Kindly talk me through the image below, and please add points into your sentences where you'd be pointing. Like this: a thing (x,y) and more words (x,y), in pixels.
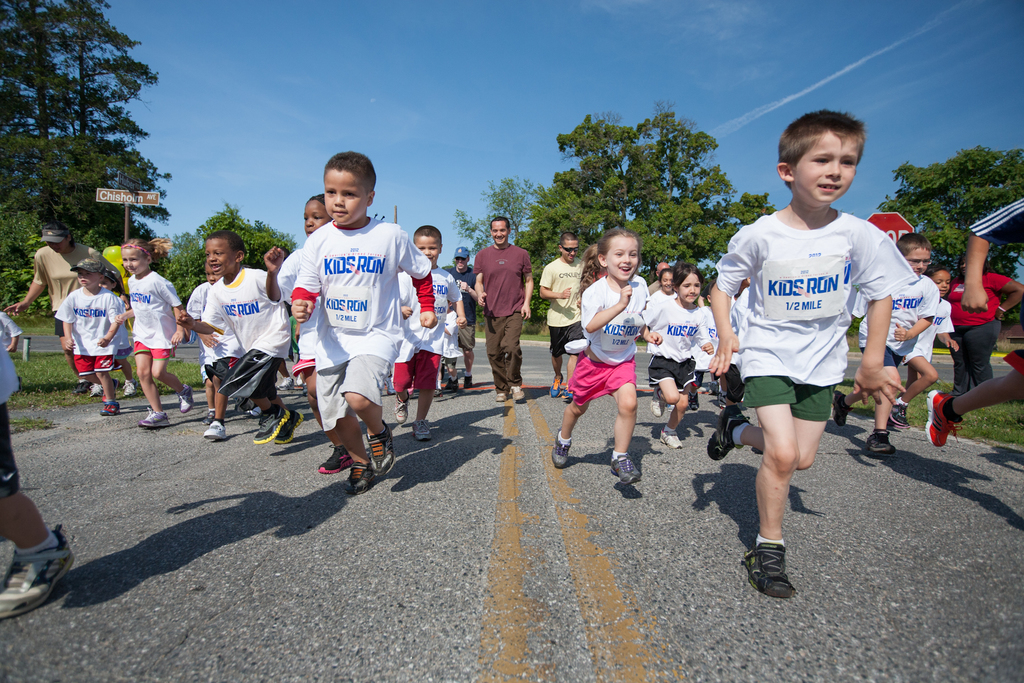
In this image there are group of kids (411,258) who are running on the road (307,433) by wearing the jersey (317,258). In the middle (499,310) there is a man (499,309) who is walking on the road (487,476). In the background (603,171) there are trees (589,213). At the top (457,42) there is the sky (409,38).
